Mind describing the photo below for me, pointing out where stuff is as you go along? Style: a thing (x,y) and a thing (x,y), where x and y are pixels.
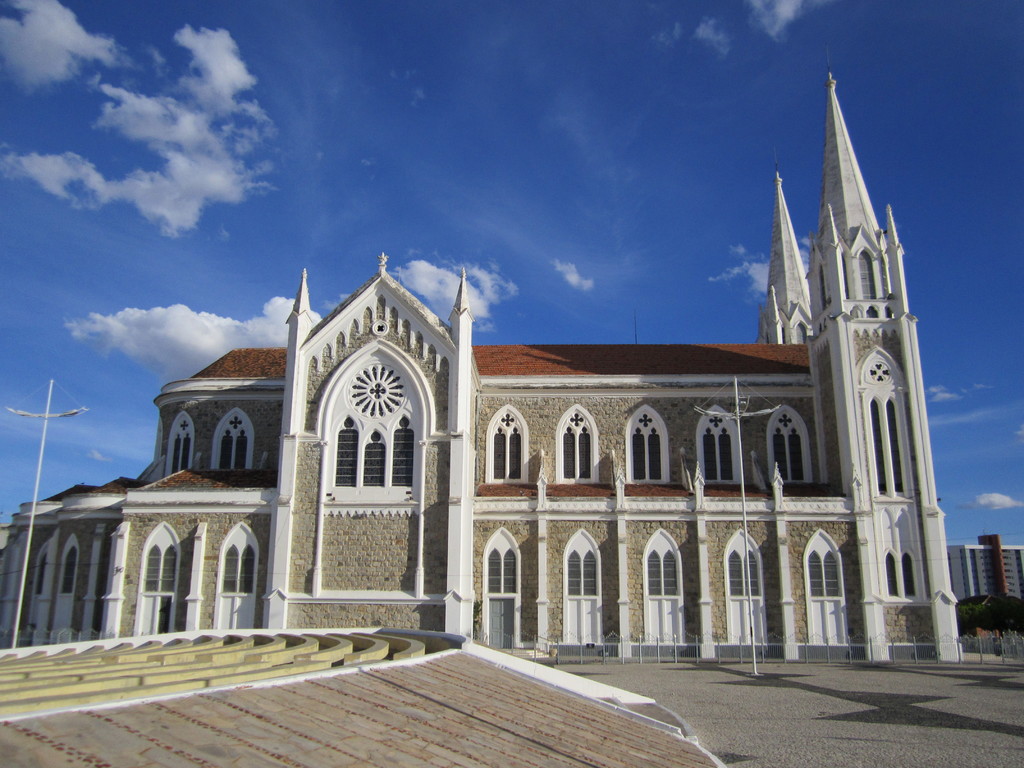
In this image there is a church building (346,463), in front of the church building (516,476) there are two lamp posts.
